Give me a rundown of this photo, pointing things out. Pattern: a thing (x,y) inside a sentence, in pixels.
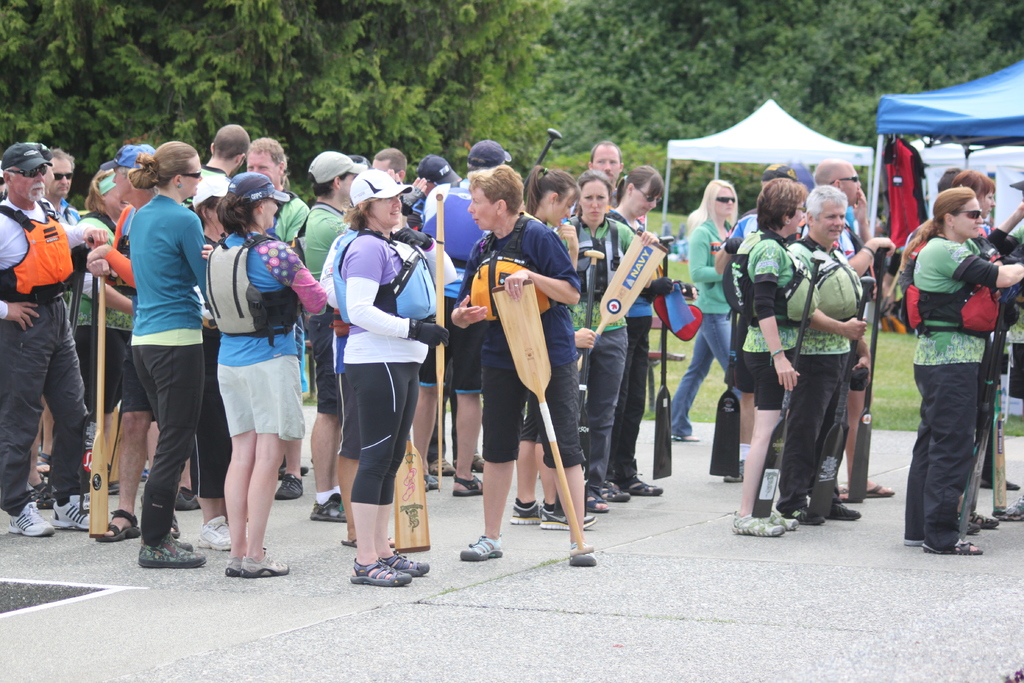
In this image we can see group of people (944,400) standing on the ground (886,397) holding sticks (438,412) in their hands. In the right side of the image (1000,90) we can see tents (1000,90), clothes (890,169), and a bench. At the top of the image (875,102) we can see group of trees (142,90).
